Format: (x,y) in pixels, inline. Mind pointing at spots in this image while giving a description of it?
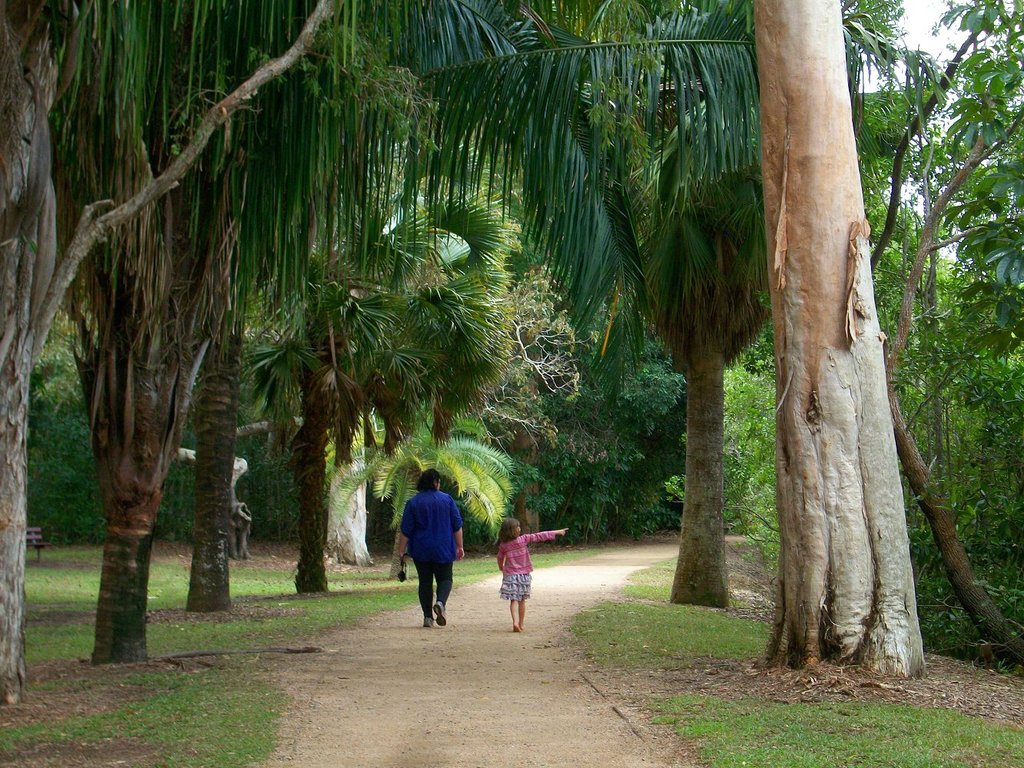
In this image in the center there are persons (447,567) walking. In the front (898,751) on the ground (791,745) there is grass (801,761) and in the background (309,377) there are trees (408,441).
